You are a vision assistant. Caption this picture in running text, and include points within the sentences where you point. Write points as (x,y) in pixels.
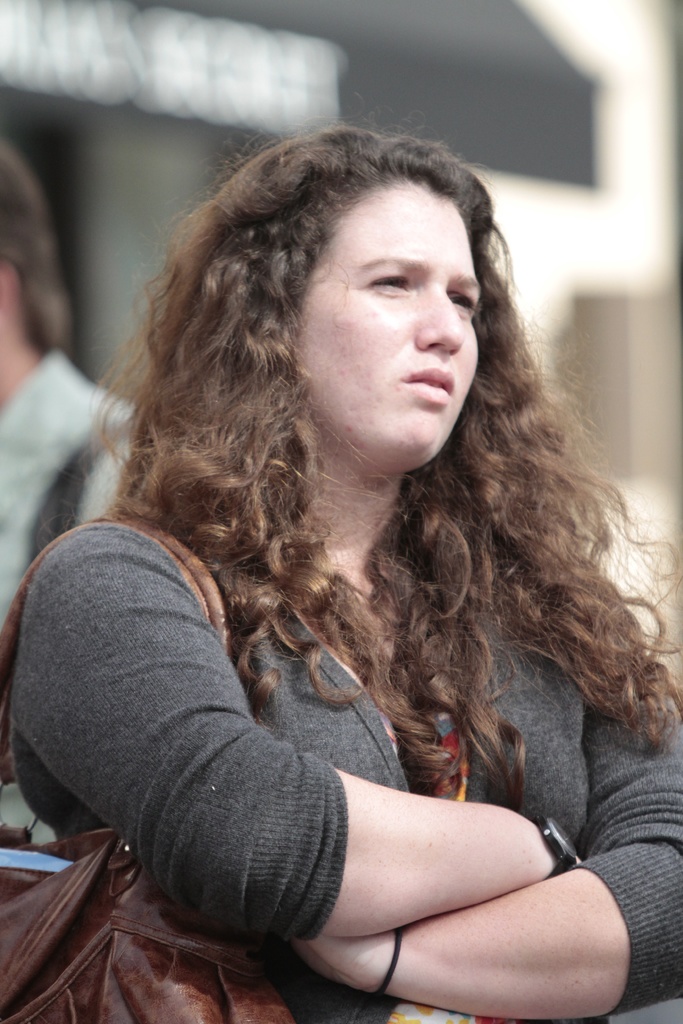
In this image we can see two persons (107,697) wearing bags (101,902) and the background (215,106) is blurred.
